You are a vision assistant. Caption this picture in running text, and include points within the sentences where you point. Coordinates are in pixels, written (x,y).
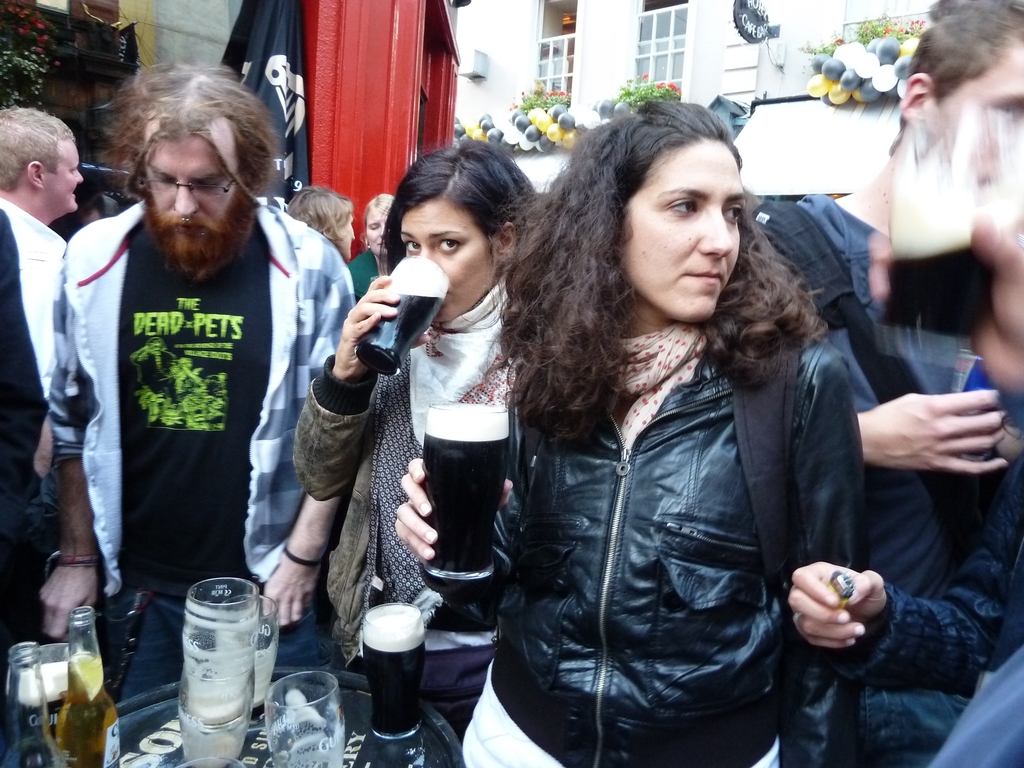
As we can see in the image there is flag (289,75), white color building (597,28), windows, few people (753,346) standing over here and there is a table (149,733). On table (175,709) there is a bottle (93,727) and a glass (198,684).
